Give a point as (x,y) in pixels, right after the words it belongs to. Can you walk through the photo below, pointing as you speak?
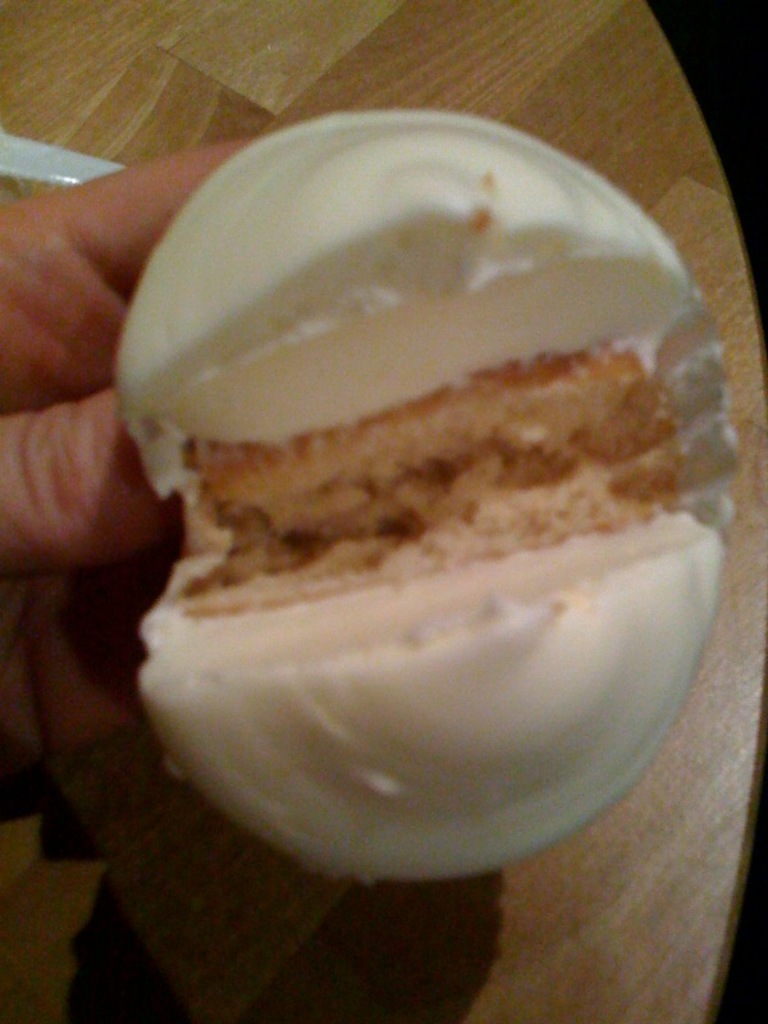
In this image I can see the food (501,798) in the person hand (15,489), the food (421,492) is in white and brown color. Background (456,63) I can see a table (488,84) in brown color.
